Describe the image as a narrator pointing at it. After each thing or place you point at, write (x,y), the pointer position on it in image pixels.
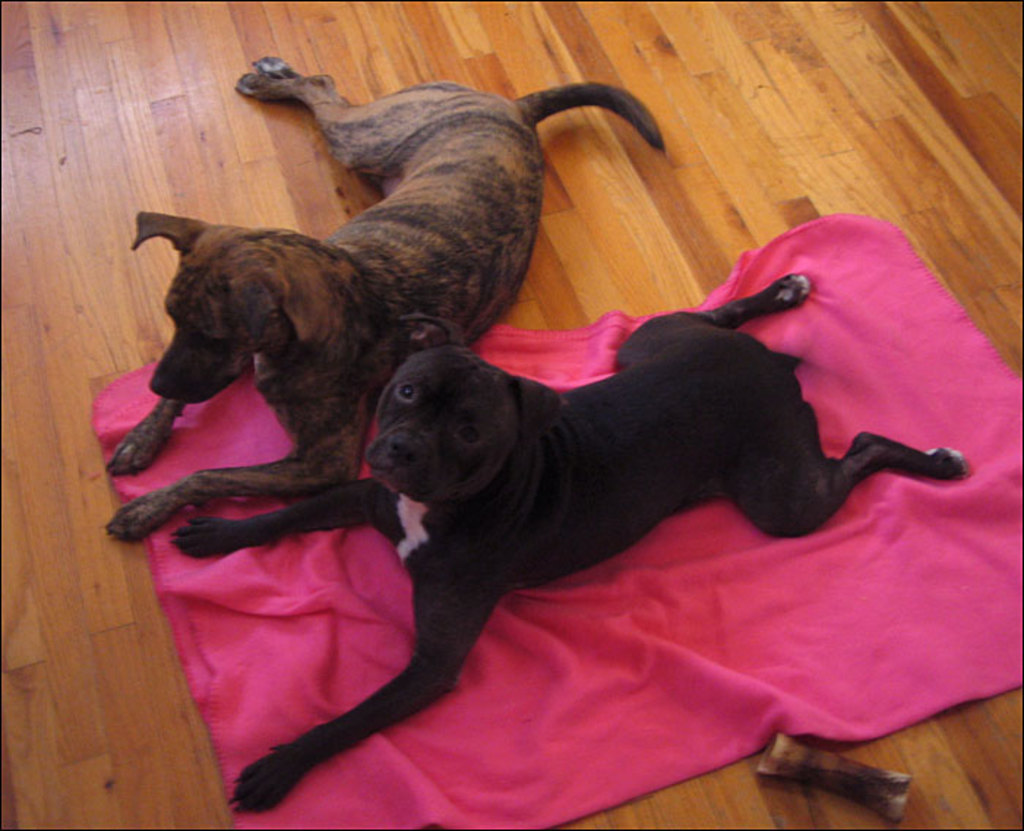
In this image on the floor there are two dogs (463,584) and one blanket (372,628).
